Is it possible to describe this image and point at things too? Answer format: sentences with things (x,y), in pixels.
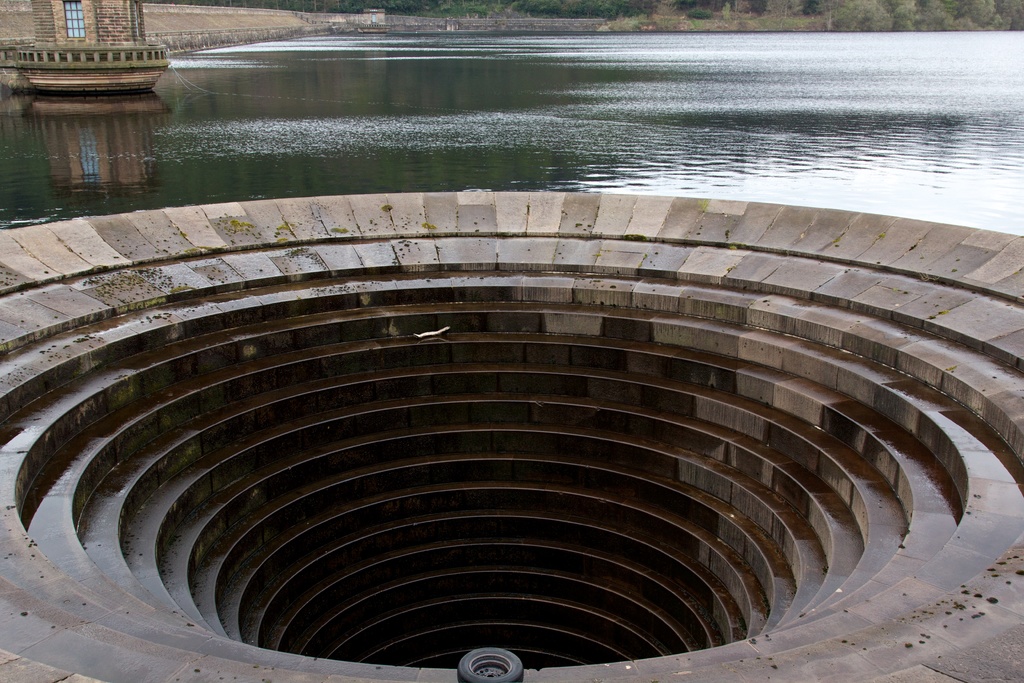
In this picture it looks like the staircase (538,482) in a circular shape at the bottom (452,488), in the middle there is water (623,180), on the left side (117,13) it may be the room (114,62), at the top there are trees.
